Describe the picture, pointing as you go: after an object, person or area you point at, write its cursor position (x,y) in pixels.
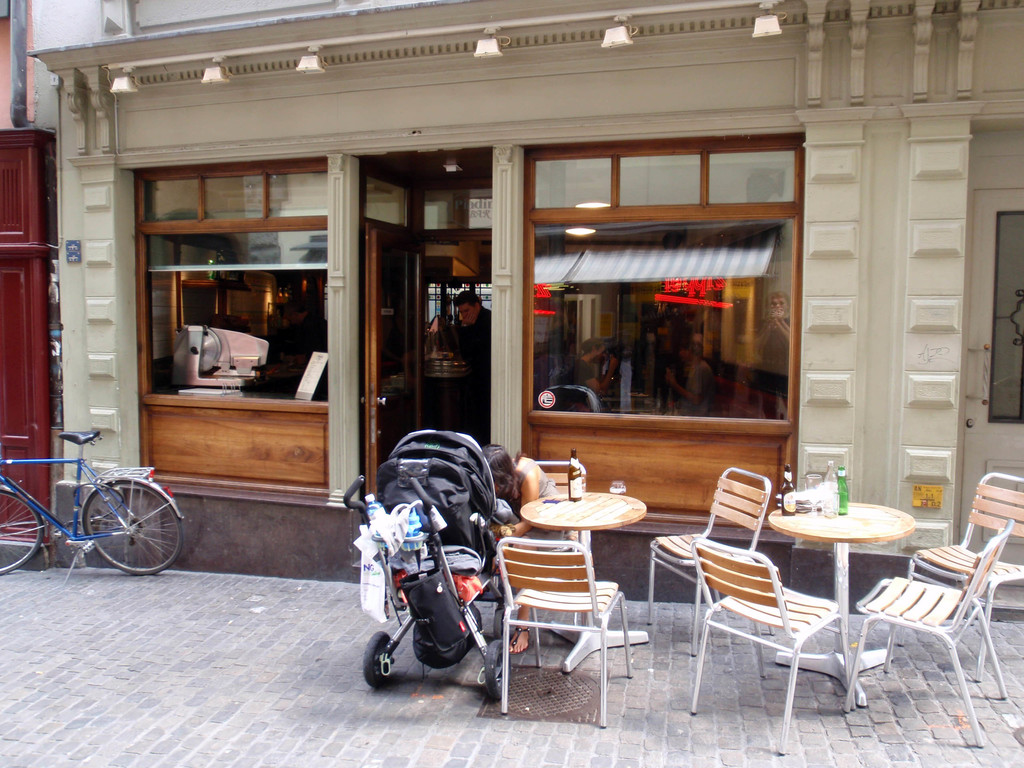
There is a store (563,349). In front of the store (604,323) there is a table (582,515) with some chairs (710,570). On the tables (814,523) are some bottles (839,477). And we can see a stroller (381,579). To the left corner (100,521) there is a cycle (109,495). There is a door (379,373). Inside the store (380,358) there is a man (468,337).
